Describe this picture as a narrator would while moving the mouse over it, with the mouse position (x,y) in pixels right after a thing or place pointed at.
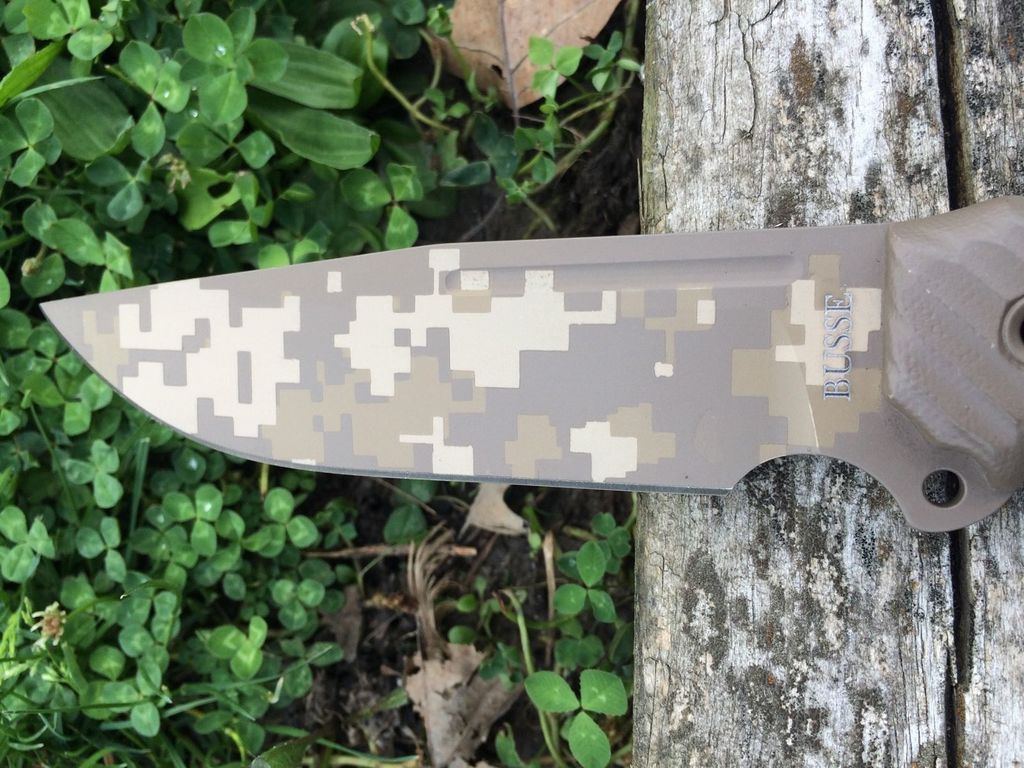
In this image we can see knife (892,370) placed on the surface (891,106). In the background (275,94), we can see group of leaves (98,149).
